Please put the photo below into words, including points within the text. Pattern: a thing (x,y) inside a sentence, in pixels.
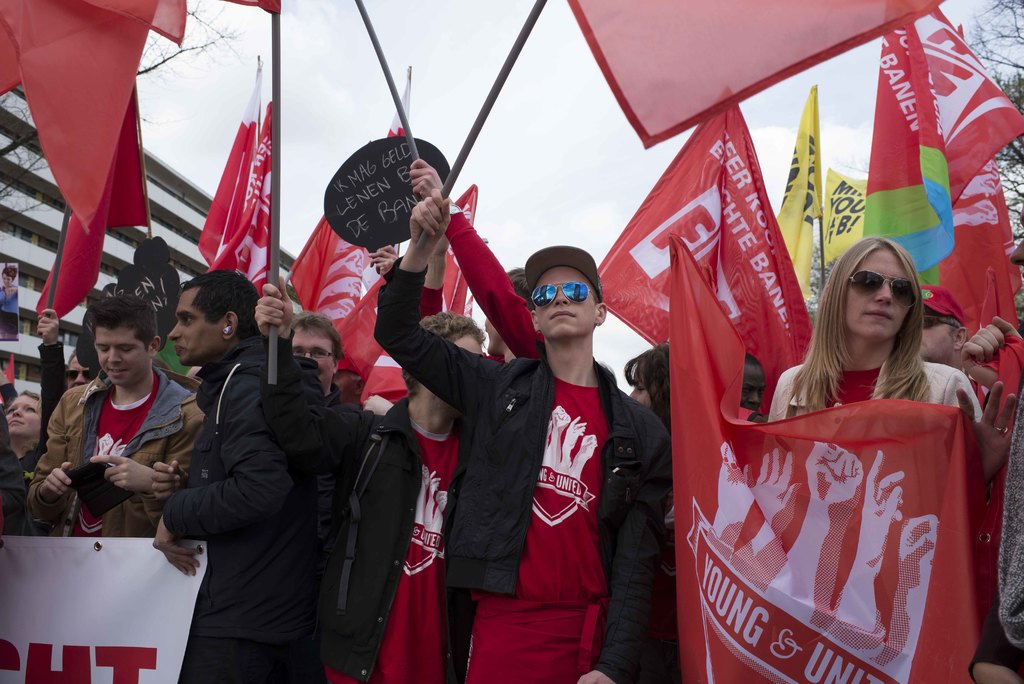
There is a crowd (193,429). Some people (480,284) are wearing goggles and holding flags (701,492) and banners (101,586). In the background (512,150) there is sky (484,99), building (39,178) and trees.
